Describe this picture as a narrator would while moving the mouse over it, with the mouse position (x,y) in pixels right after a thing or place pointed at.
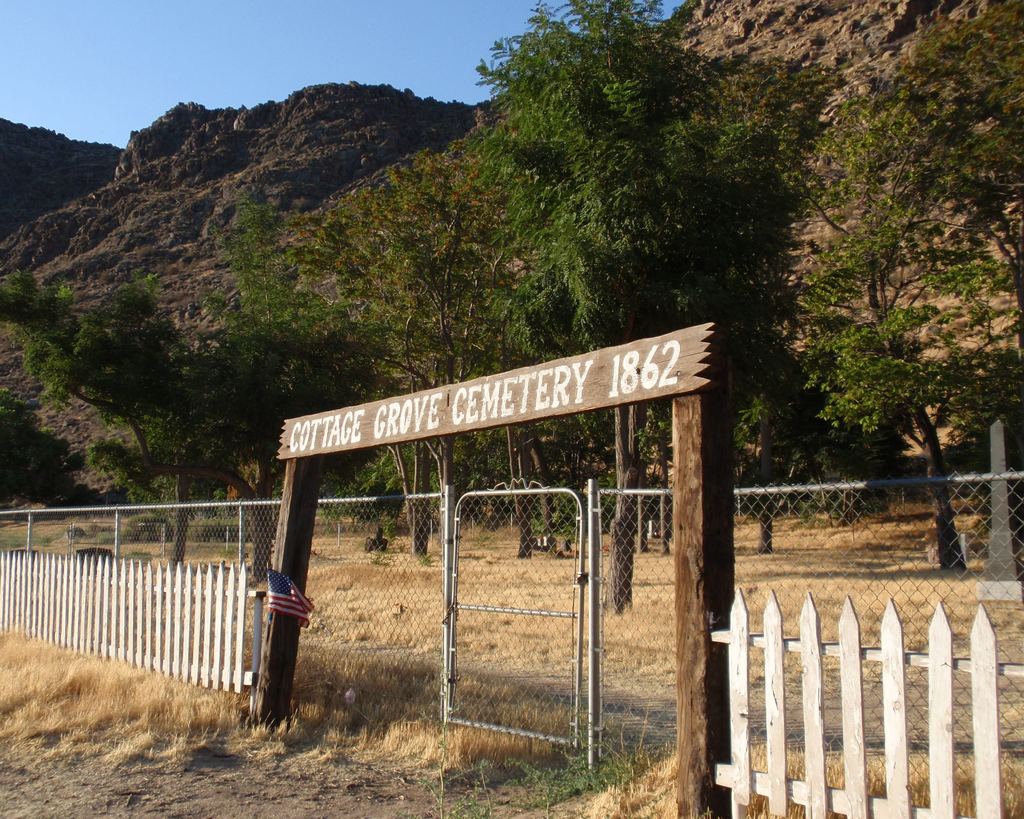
In this image there is fencing (82,581), in the background (308,352) there are trees (494,55), mountain (55,157) and the sky (191,53).
